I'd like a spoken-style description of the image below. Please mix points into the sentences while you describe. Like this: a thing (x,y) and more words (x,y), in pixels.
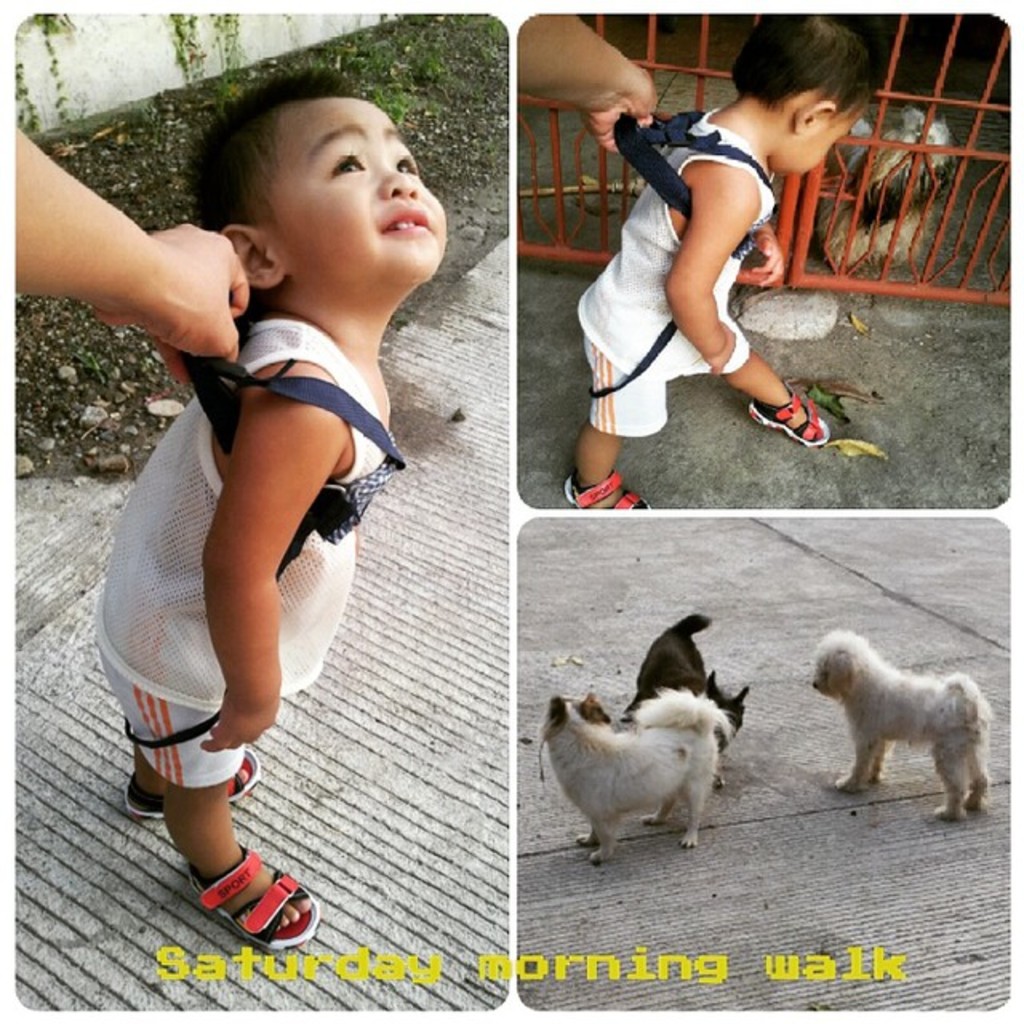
In this picture we can see a collage picture, here we can see a boy (282,665) and animals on the ground (327,701) and we can see a person's hand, fence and some text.
